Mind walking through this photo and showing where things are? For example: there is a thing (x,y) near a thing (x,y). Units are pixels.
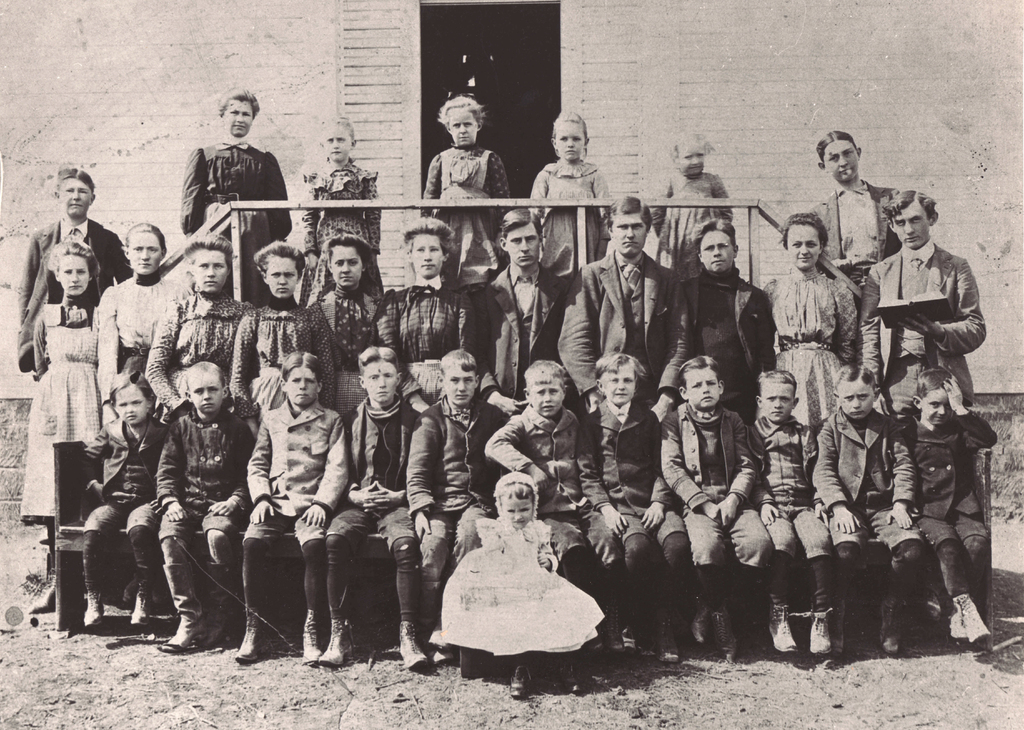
In this picture we can see some people (529,236) standing and some people (344,482) sitting, in the background (736,79) there is a wall (749,79), a man (899,260) on the right side (906,271) is holding a book (888,310), it is a black and white picture.
